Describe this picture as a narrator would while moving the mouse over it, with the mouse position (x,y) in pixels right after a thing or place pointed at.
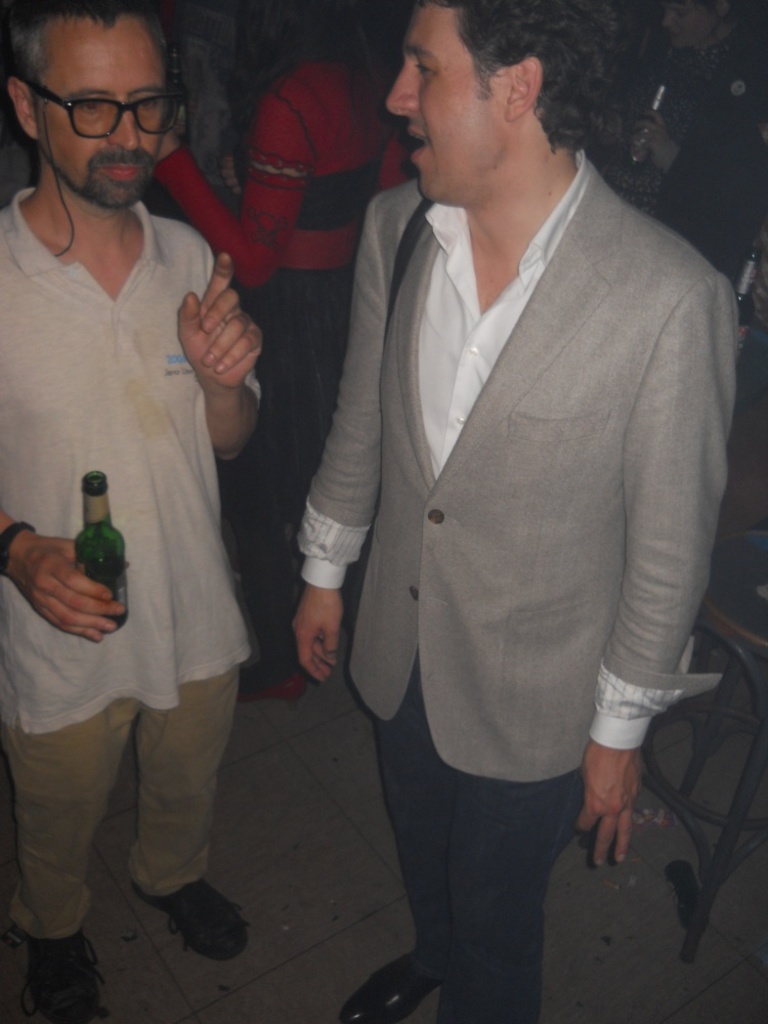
There are two men (172,377) standing in this picture. One of the man (66,334) who is wearing a spectacles (68,107) is holding a bottle (119,600) in his hand (84,582).
